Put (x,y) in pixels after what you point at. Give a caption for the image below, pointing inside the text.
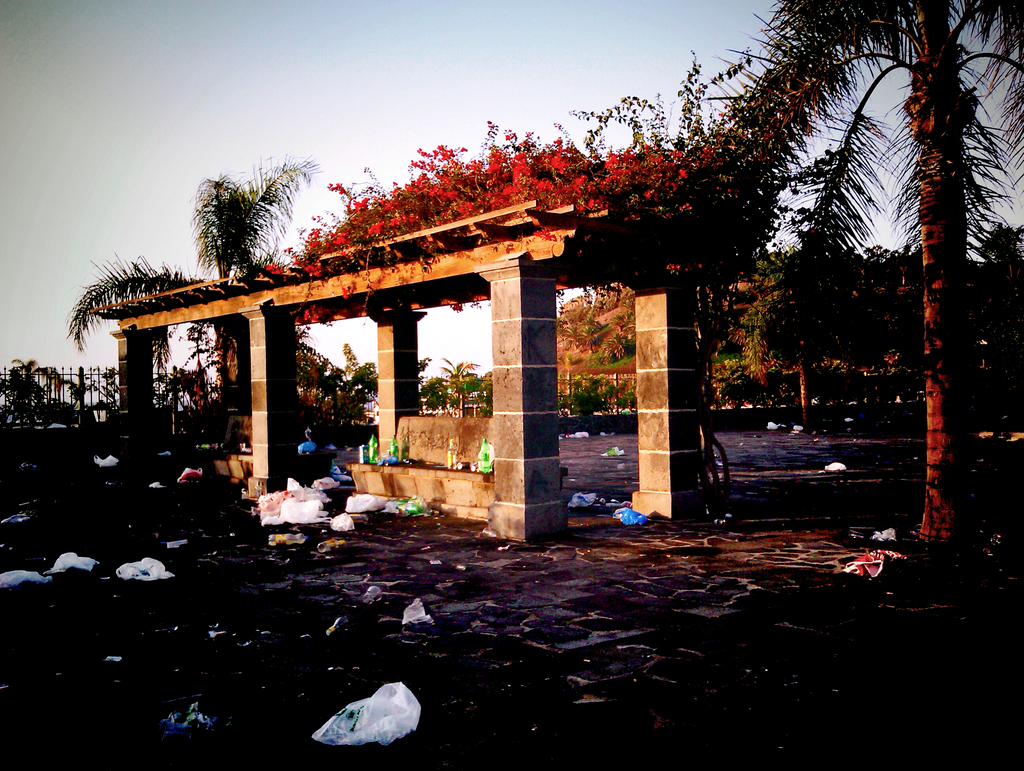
There are polythene (126,577) on the ground (392,633) in the foreground area of the image (520,570), there is a tree (940,406) on the right side (939,147). There are pillars (494,305), flower plants (346,195), trees (49,416), boundary (185,418) and the sky (51,241) in the background (65,216).
